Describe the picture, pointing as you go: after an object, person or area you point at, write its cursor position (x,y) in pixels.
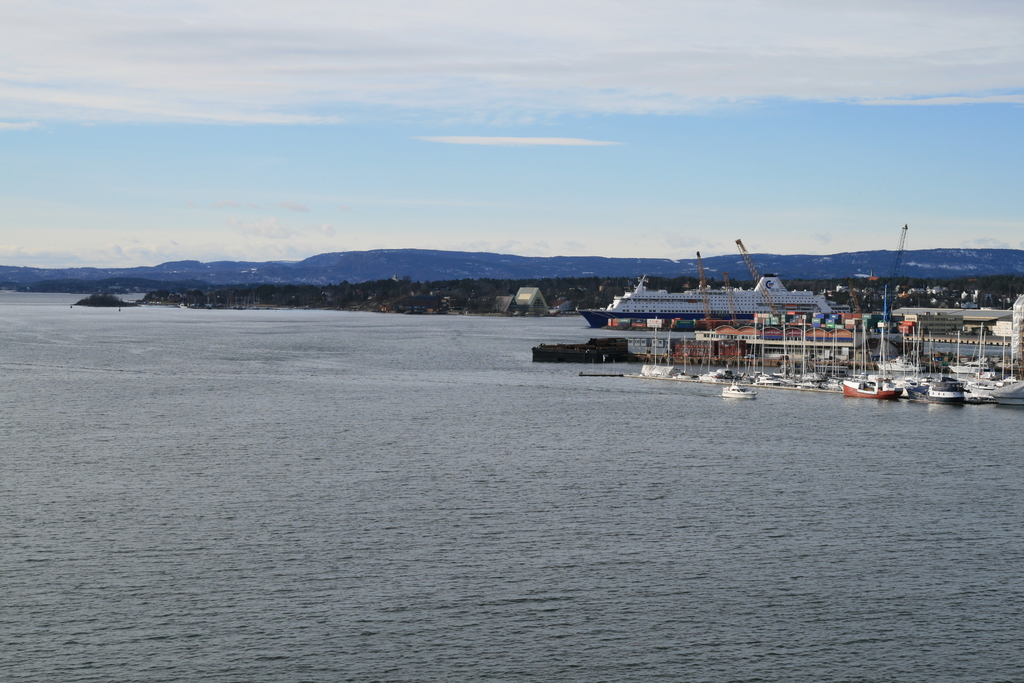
In this picture we can see few boats (763,371) and a ship (744,289) on the water (663,445), in the background (791,267) we can find few cranes (704,292), trees (949,299), hills (904,265) and clouds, on the right side of the image (961,310) we can find few buildings (913,310).
